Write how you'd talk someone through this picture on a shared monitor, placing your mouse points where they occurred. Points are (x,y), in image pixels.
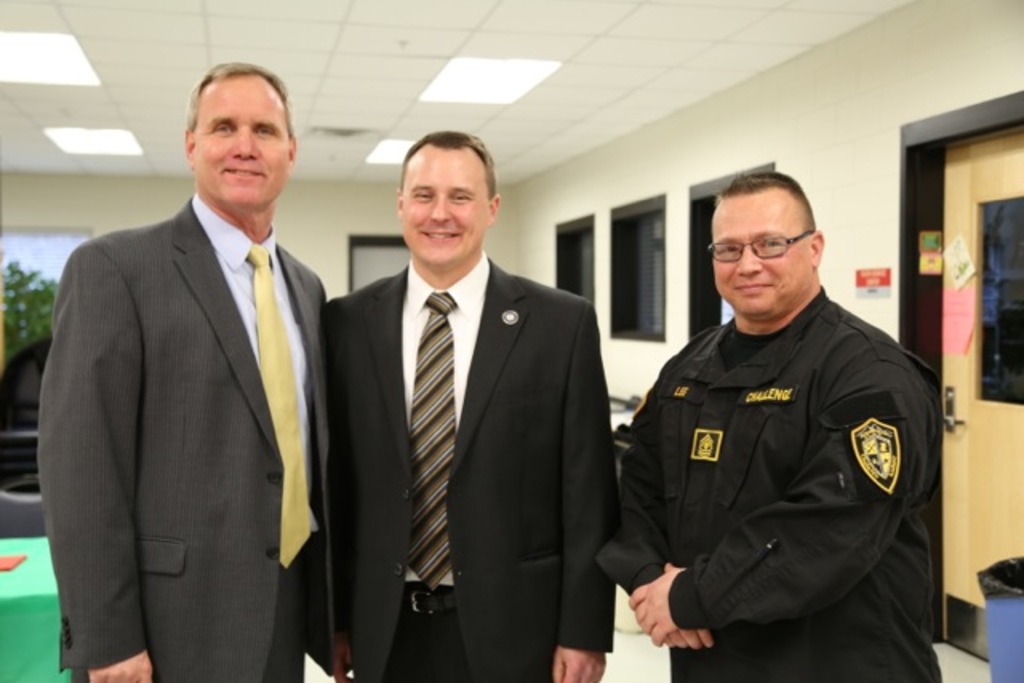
In this image there are three people (468,434) standing with a smile on their face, behind them there is a wall (385,228) with doors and windows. On the left side of the image (26,564) there is a table (27,576) with some objects (17,566) on it and a tree (27,323). At the top of the image (384,46) there is a ceiling (377,68) with lights (445,101).
